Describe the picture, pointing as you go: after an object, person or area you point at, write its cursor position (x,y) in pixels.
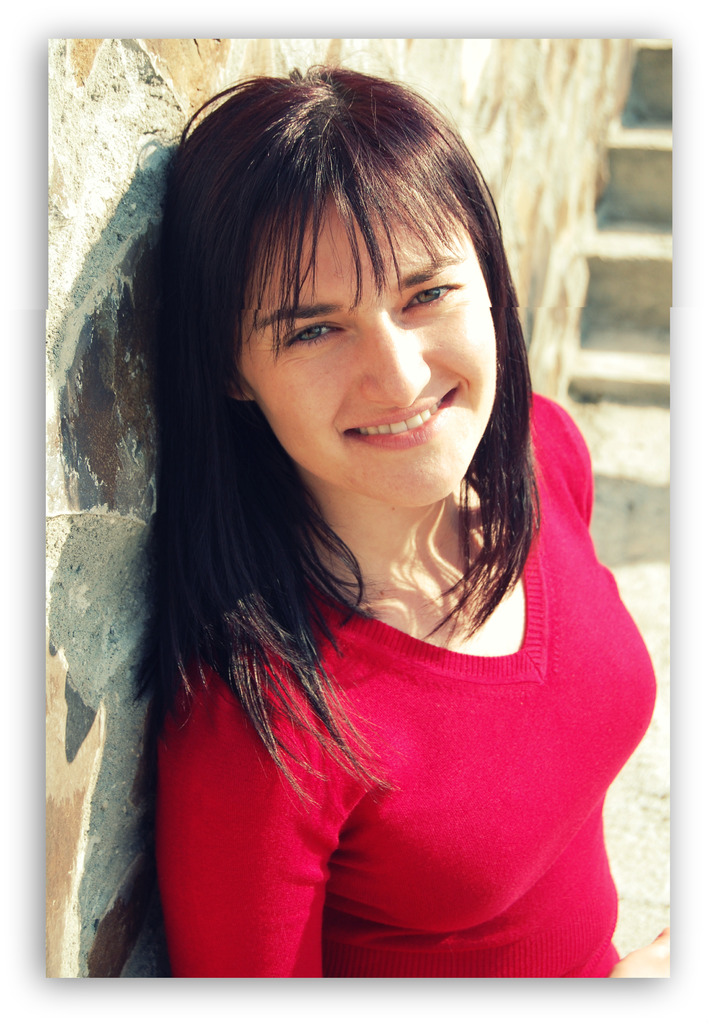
In this image there is a woman (389,569) standing with a smile (417,415) on her face (441,468), behind her there is a wall (116,166) and there are stairs (609,336).
